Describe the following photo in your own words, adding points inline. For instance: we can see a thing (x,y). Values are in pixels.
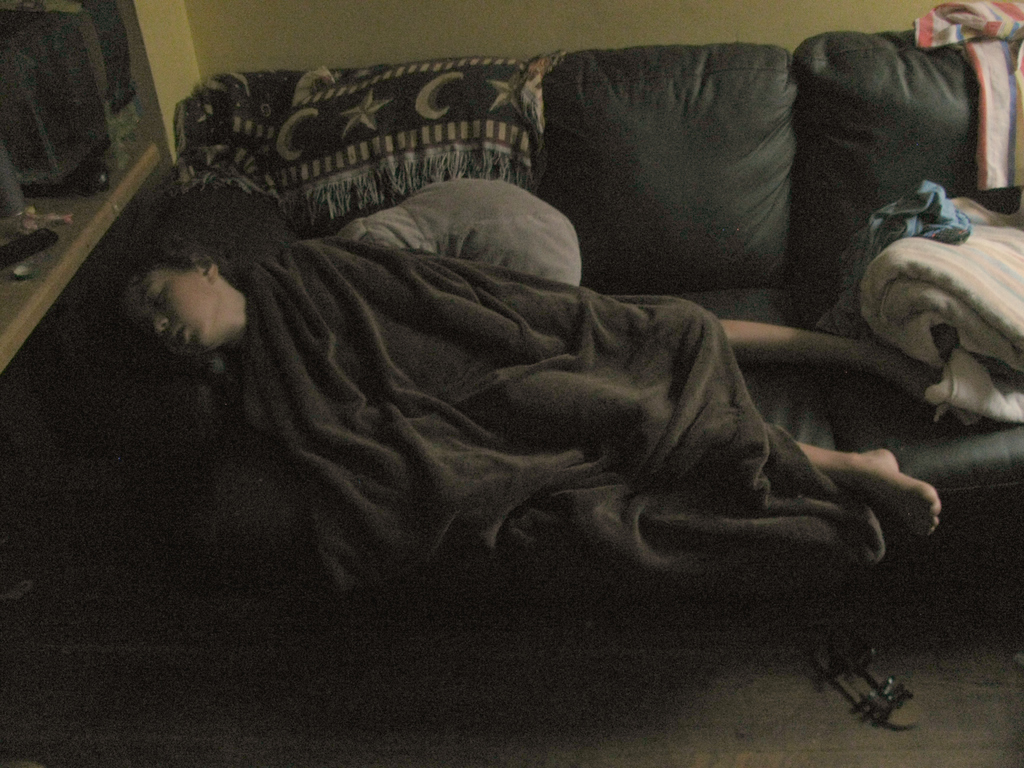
Here is a boy (153,318) sleeping on the couch (152,335). He is covered with blanket (416,413). I can see another blanket (897,262) and some clothes (956,217) placed on the couch (711,178). This couch (742,224) is of black in color. And here I can see some objects (61,158) placed.
